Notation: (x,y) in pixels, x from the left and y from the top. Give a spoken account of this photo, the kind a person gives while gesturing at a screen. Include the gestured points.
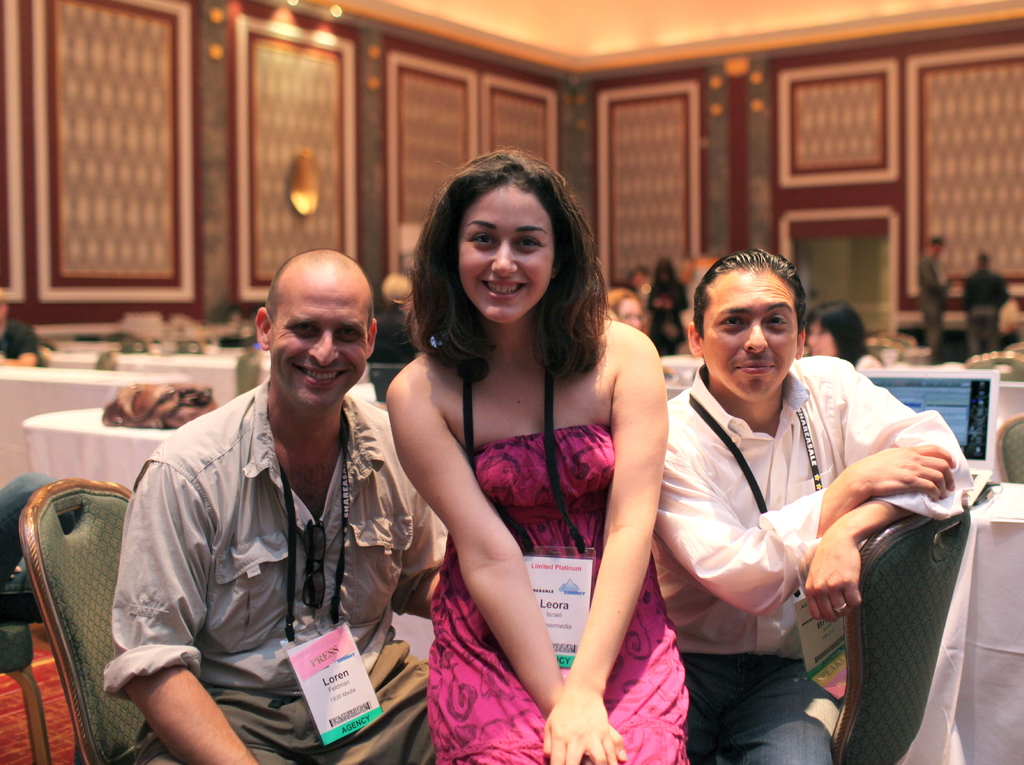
There are two men (349,565) and one woman (601,456) sitting and smiling. They wore badges (355,720). These are the tables (115,444) covered with white cloth (104,410). I can see few objects (987,410) placed on it. In the background (654,284), there are few people (671,310) standing and few people (843,305) sitting. These are the lamps (296,156) attached to the wall (259,160).
